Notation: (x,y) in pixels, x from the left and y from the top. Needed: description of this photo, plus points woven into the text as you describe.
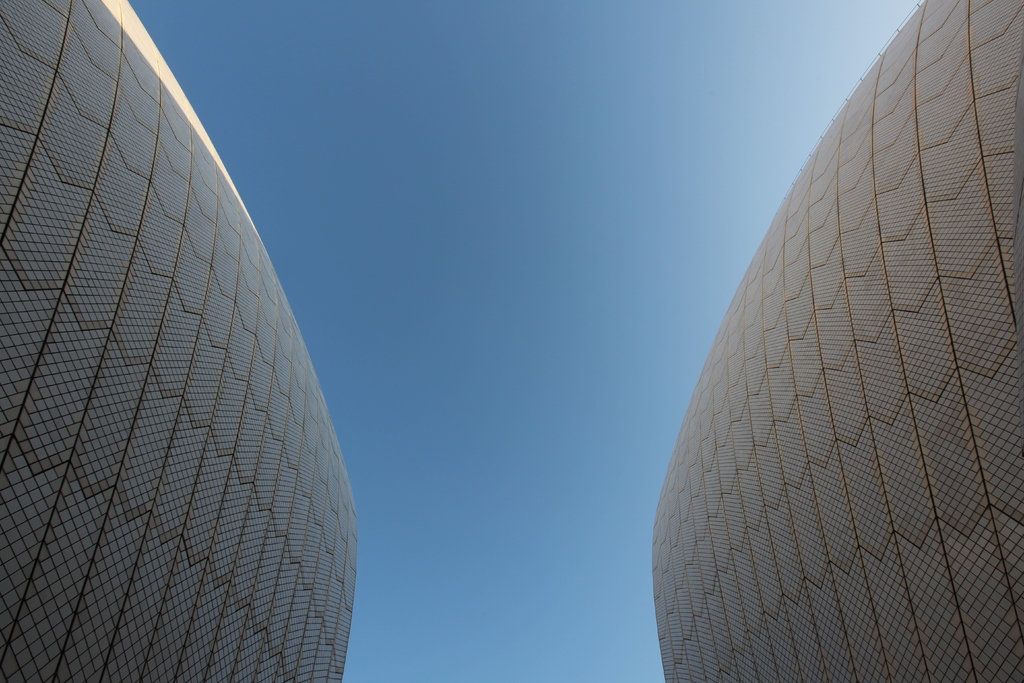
In the center of the image (485,337) we can see the sky (500,342) and walls (945,424).
